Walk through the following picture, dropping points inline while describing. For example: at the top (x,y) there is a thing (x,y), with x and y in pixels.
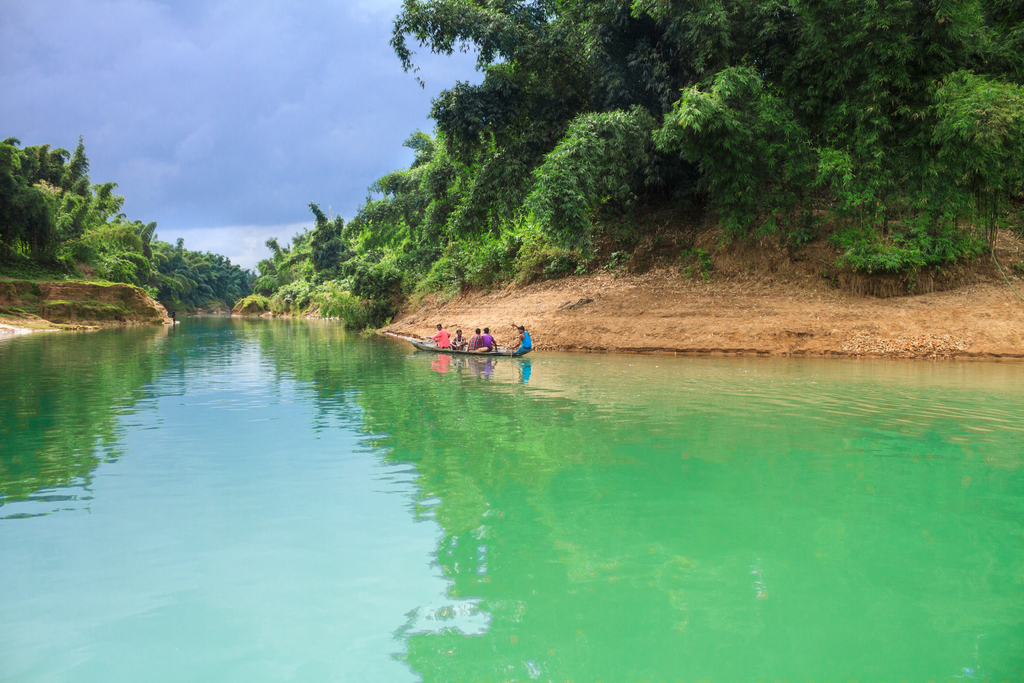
In this picture we can see a boat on water (521,488), on this boat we can see people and in the background (892,9) we can see trees (363,266), sky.
